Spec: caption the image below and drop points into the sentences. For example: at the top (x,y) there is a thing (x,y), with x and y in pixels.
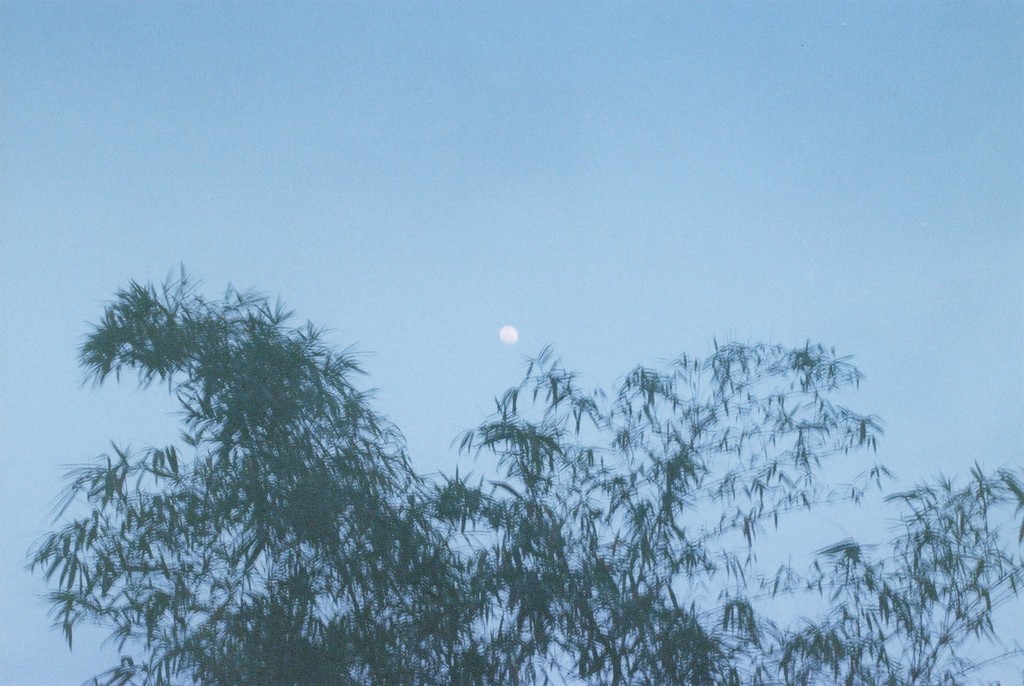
In this picture we can see tree (433,610) in the front (395,458). Behind there is a blue sky (538,326).
